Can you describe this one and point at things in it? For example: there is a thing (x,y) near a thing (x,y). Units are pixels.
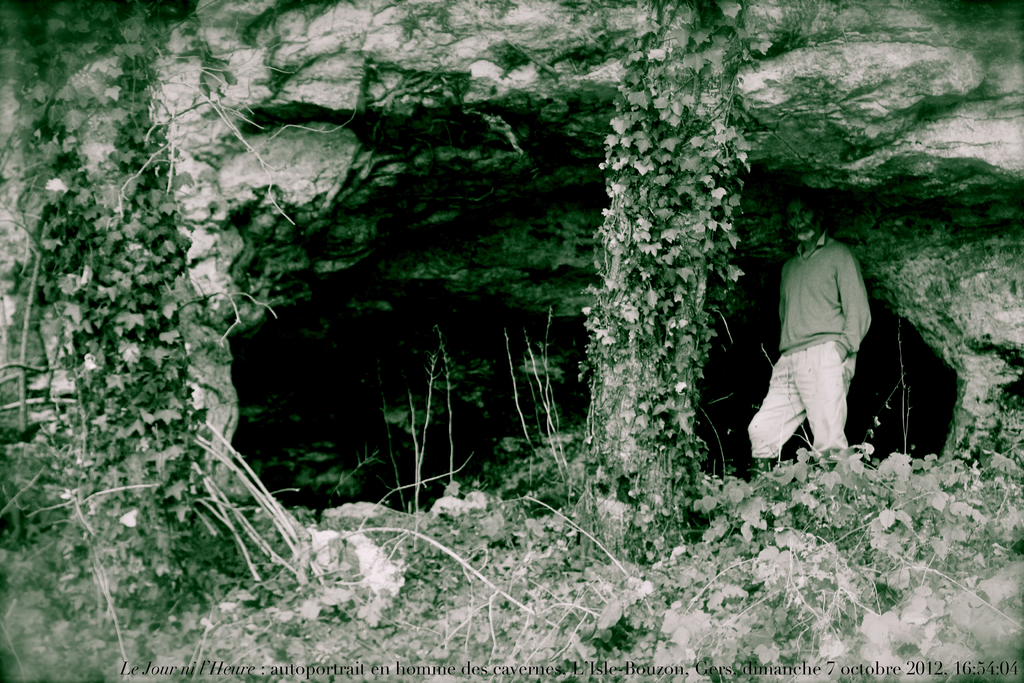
In this image we can see person (798,220), trees (96,307), plants (470,512) and cave (462,181).
